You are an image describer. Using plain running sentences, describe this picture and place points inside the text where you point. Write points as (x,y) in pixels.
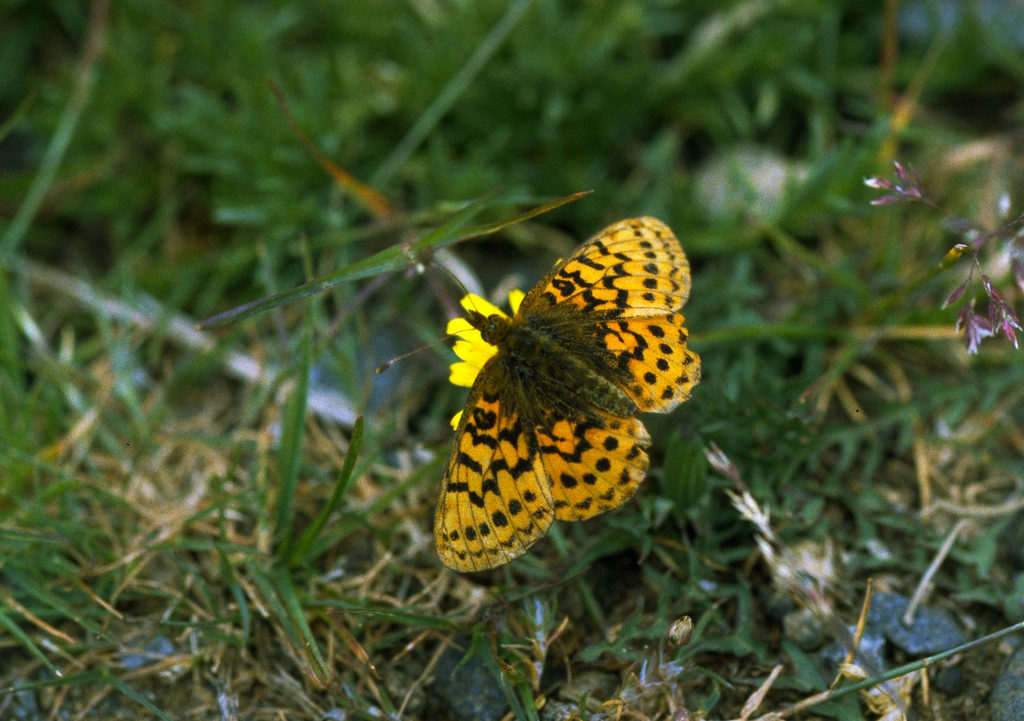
In this picture we can see the yellow butterfly (511,396) sitting on the grass (414,442). Behind there is a green blur background (306,96).
